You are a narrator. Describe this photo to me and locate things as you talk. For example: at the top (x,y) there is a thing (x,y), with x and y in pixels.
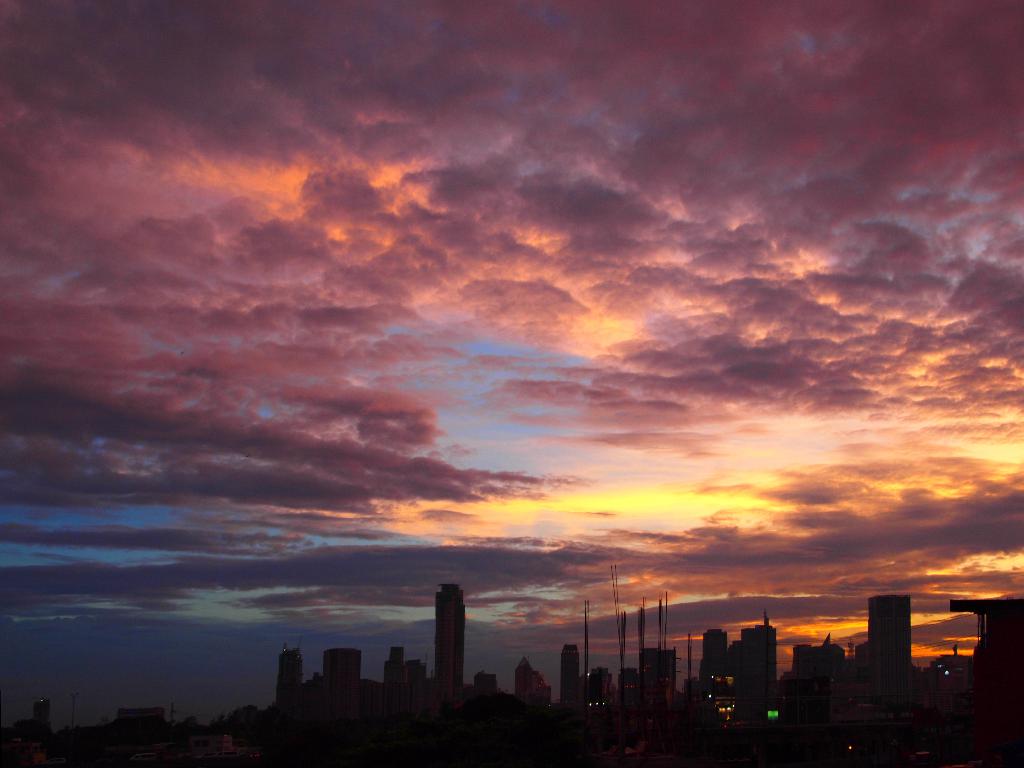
In this image, I see lot of buildings (996,699) over here and above that I see the sky (79,94) which is in reddish in color.
